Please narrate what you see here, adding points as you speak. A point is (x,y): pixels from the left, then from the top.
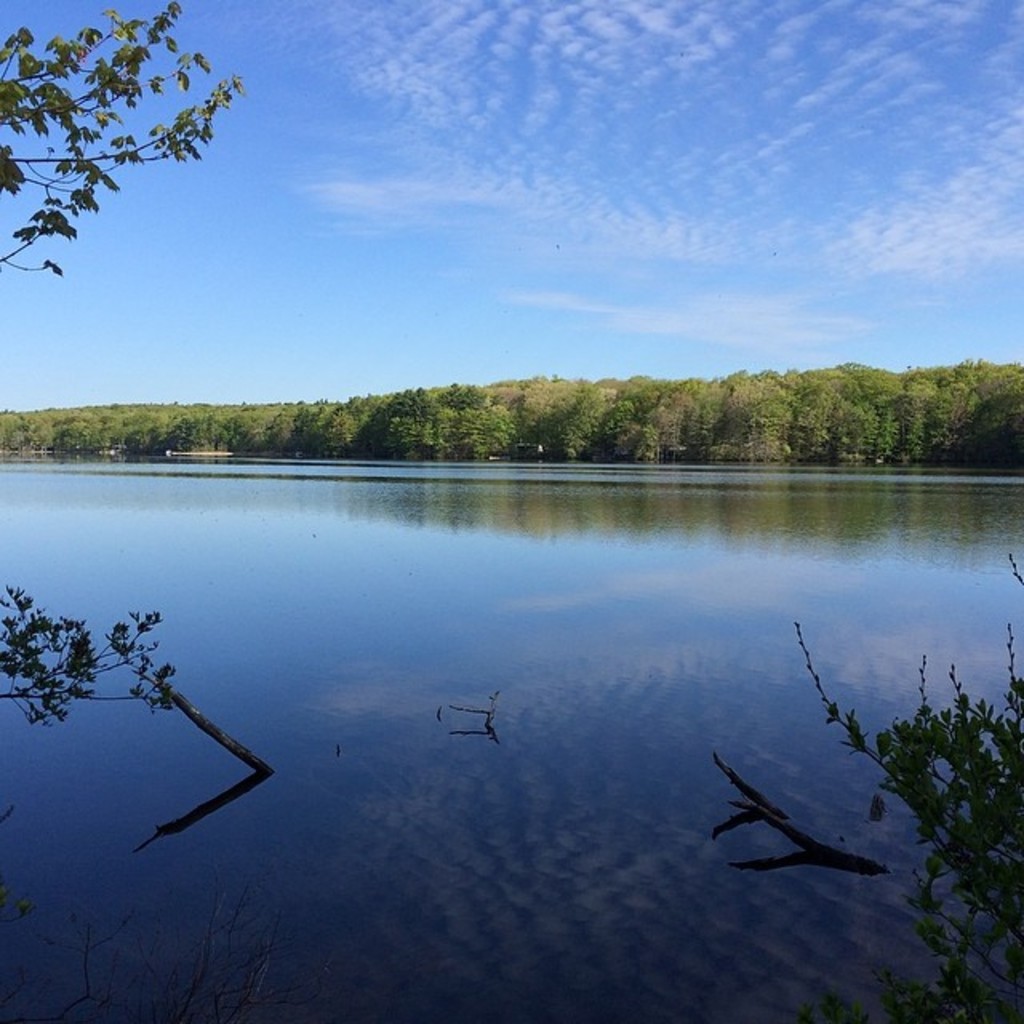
In this image we can see a lake (613,625). In the background (422,406) there are trees (952,381) and sky (499,126).
